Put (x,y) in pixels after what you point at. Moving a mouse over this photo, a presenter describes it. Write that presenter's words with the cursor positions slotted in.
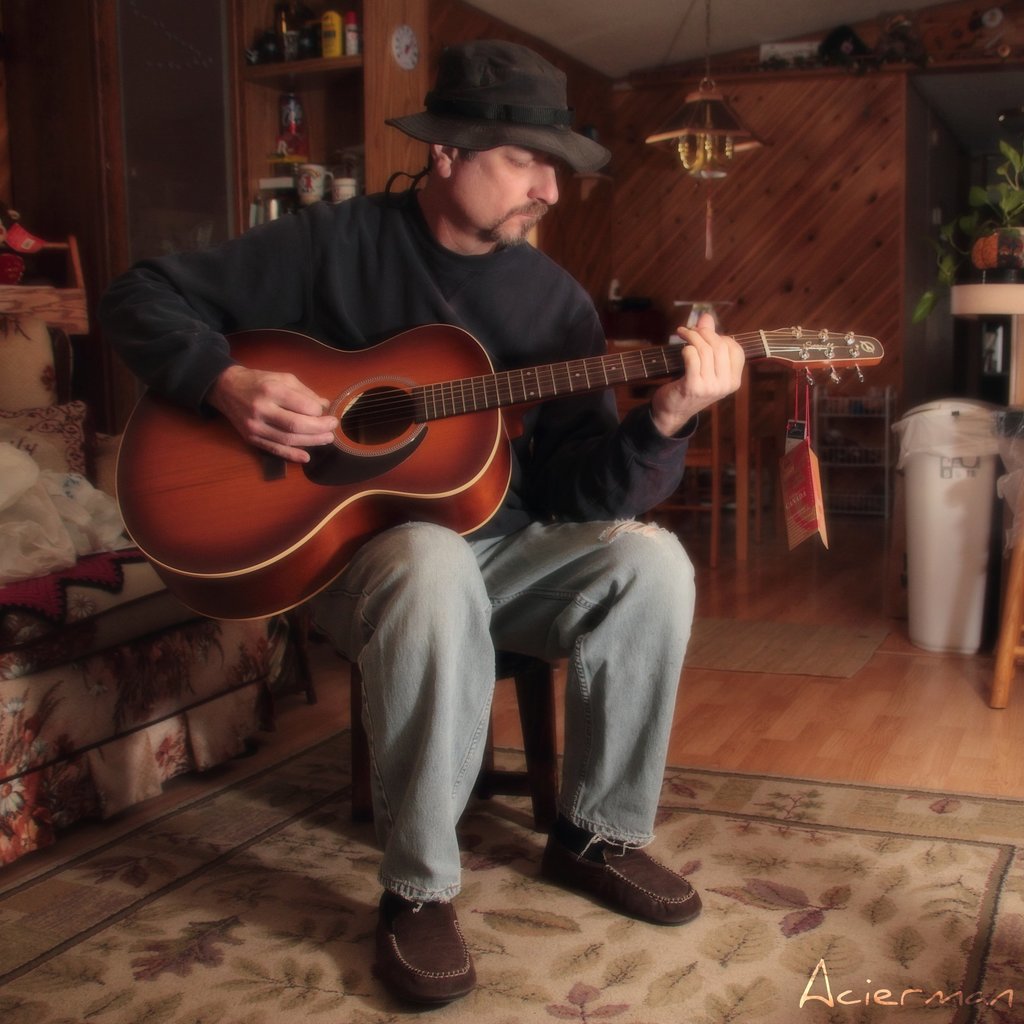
This picture was taken in a house (679,694). A person (689,438) sitting on a chair (520,773) and playing a guitar (442,506), he is wearing black T shirt (560,341), torn jeans (654,590), brown shoes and a hat (547,132). To the left side (29,371) there is a sofa (114,704), on the right side (1015,202) there is a table (984,312) and plant (1011,222) and the background (397,65), there is cupboard (384,56) and desk (341,18) filled with the objects (336,46).
